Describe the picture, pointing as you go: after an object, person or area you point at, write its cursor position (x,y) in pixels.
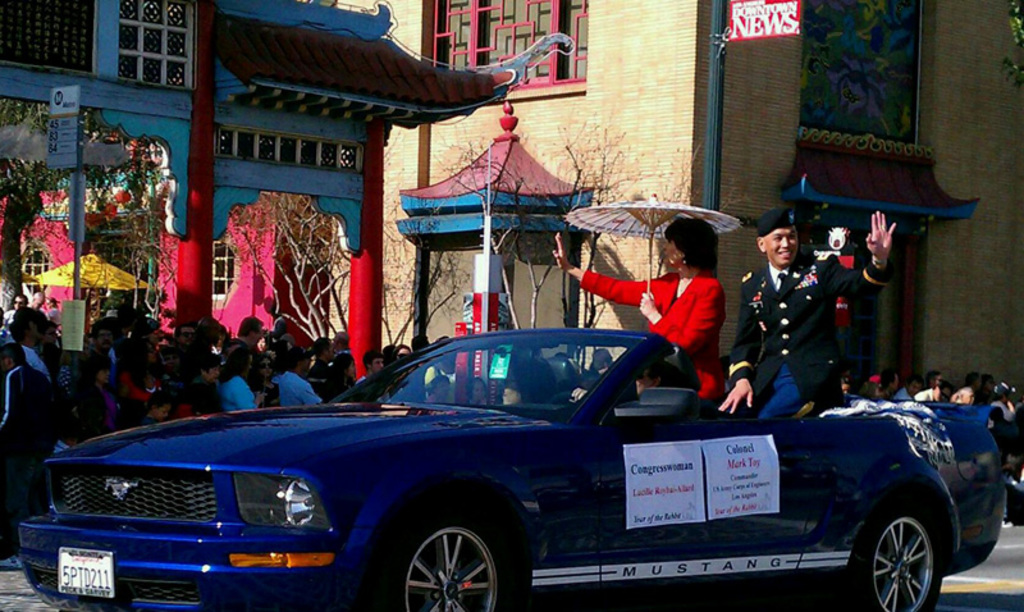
A man (763,327) in black dress (769,324) and a woman (720,307) in red dress (691,301), holding an umbrella (656,215) is sitting on a car (768,430). There is a notice (695,488) in the car (611,488). And there is a crowd of people (160,359) in the side. In the back (516,110) there is a building (664,114). A sign board (750,37) is there. There are trees (258,242) in the background (21,192).
